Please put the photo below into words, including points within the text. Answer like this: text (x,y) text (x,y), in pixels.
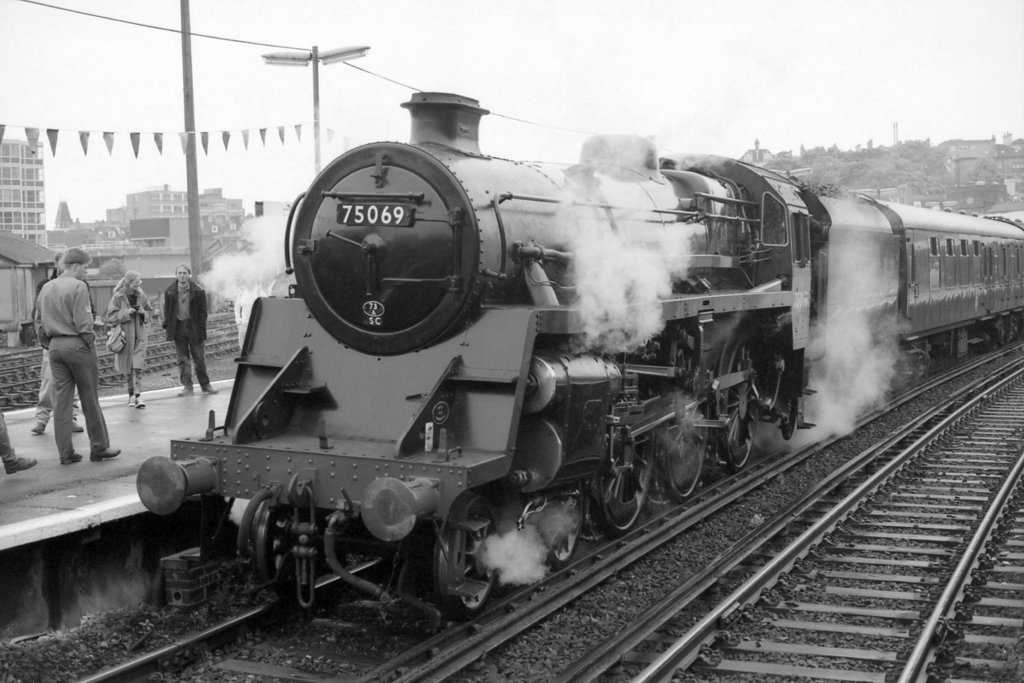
In the picture we can see a steam engine (250,502) with a train (1010,270) and the engine (312,266) is black in color and beside the train (473,268) we can see another track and on the other side, we can see a platform (21,481) with some people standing and some are walking on it and behind them, we can see some poles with lights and some poles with wires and in the background (17,221) we can see some houses (43,249), trees (907,180) and sky (478,92).
